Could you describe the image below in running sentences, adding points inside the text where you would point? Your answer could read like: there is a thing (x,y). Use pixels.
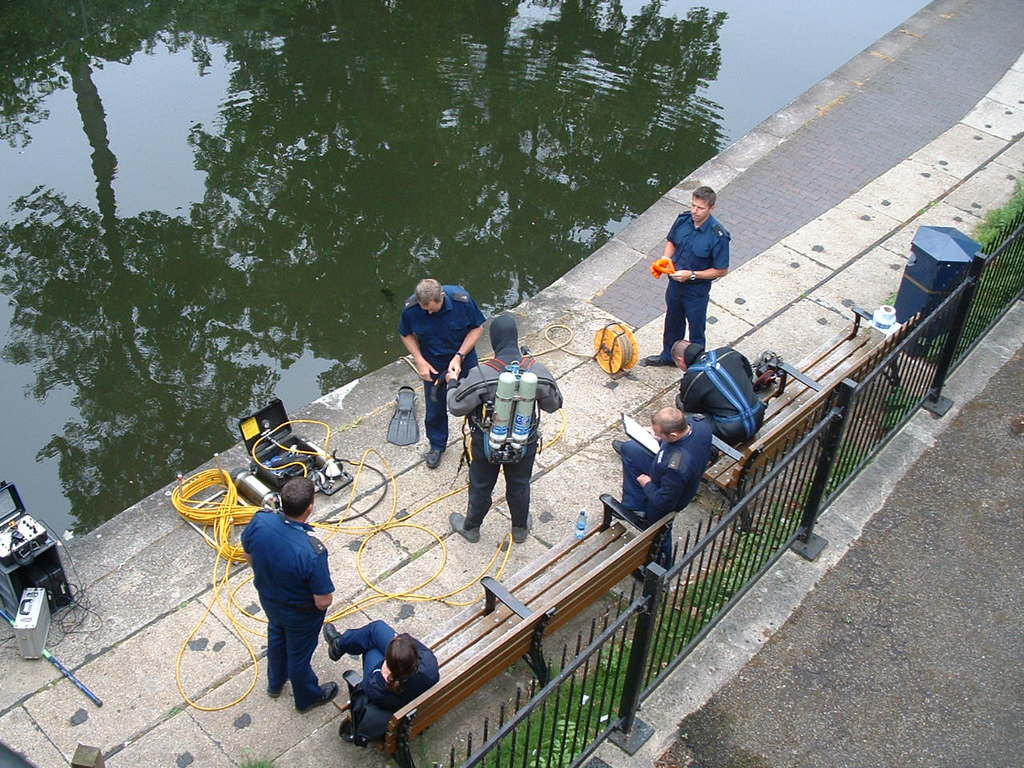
In the image there are few people (454,387) standing beside a pond (745,125) with some instruments (245,488) on the floor (488,517) and three men (698,450) sitting on bench (746,469) in front of fence (894,394), there is light reflection (575,248) of tree (340,203) in the pond (279,156).
